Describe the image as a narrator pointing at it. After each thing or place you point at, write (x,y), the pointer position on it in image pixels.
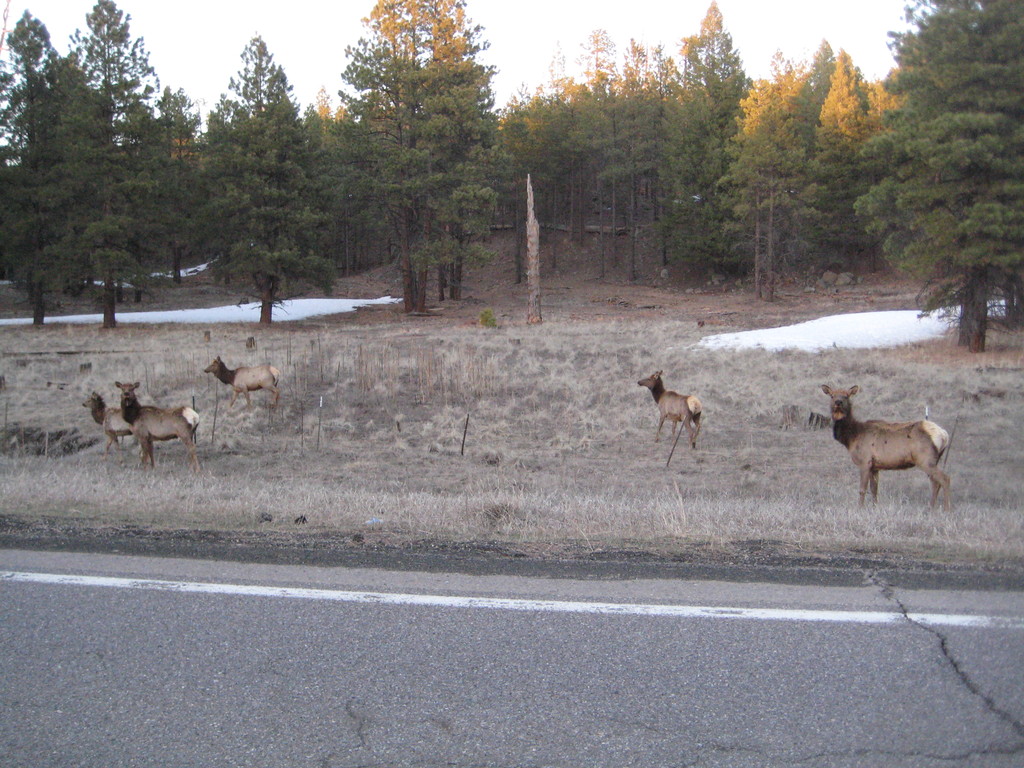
In this picture we can see few deers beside to the road (558,604), in the background (150,198) we can find few trees (467,150).
